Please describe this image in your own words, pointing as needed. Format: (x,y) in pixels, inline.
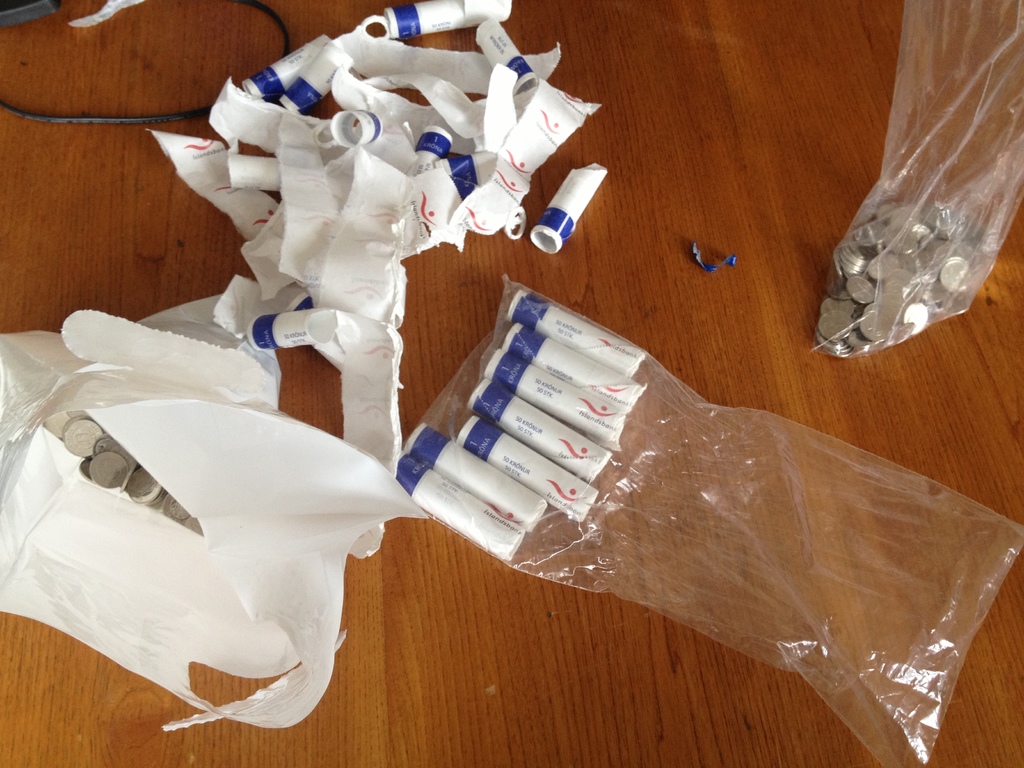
There are some white color objects (472,456) and some coins (835,266) are kept on a wooden surface (657,260) as we can see in the middle of this image (663,307).
